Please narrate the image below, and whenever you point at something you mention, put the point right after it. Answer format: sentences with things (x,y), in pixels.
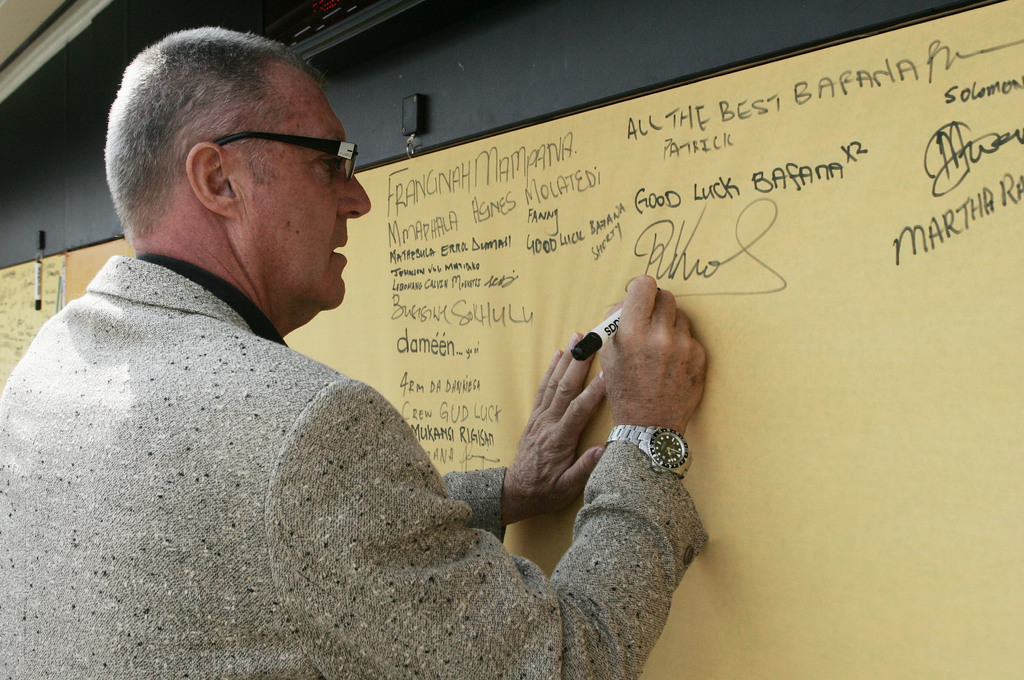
There is a person (199,290) wearing specs (355,165) and watch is writing on a board (562,345) with a marker (582,354). There is a yellow board (467,255) with something written.
